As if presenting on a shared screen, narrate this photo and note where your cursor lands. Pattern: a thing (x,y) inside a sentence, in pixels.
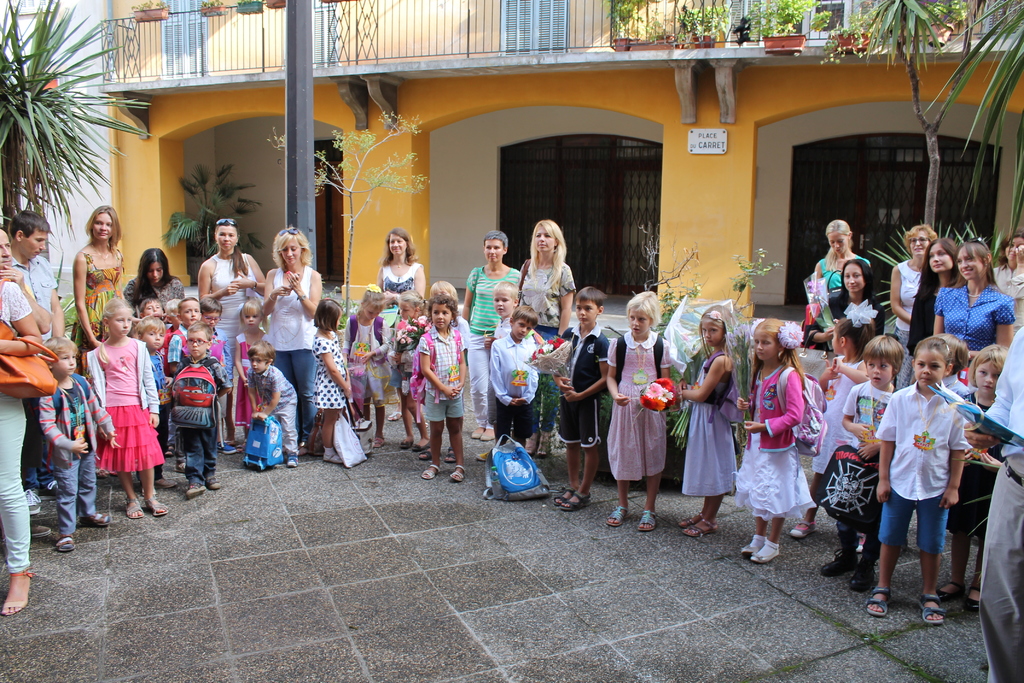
In this image, we can see people (17,284) and kids (623,456) and some of the kids (588,454) are wearing flowers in their hair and some are wearing bags (184,392) and holding flower bouquets (655,409). In the background (110,129), there are trees (24,92) and we can see flower pots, a board (705,139), grilles (654,204) and a building (370,77). At the bottom (504,496), there are bags (519,488) on the floor (544,612).
